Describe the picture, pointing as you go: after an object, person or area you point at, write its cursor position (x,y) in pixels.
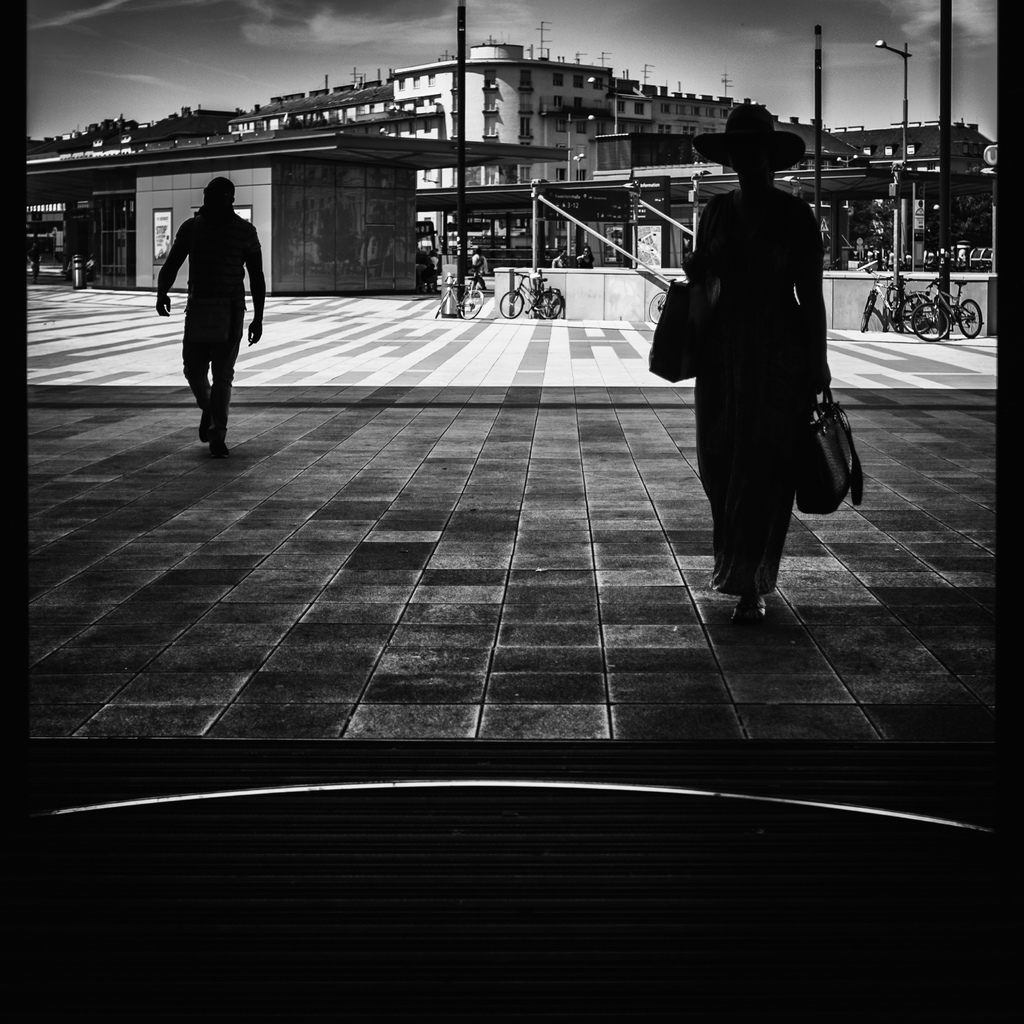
In this image on the right (763,315) there is a woman (768,400), she wears a hat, handbag (818,431), she is walking. On the left (223,294) there is a man (202,309), he is walking. In the background (485,125) there are buildings (551,169), houses (487,86), electric poles (907,110), street lights (901,50), cycles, floor (474,343), sky (268,80) and clouds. At the bottom (519,818) there is a floor (342,628).
